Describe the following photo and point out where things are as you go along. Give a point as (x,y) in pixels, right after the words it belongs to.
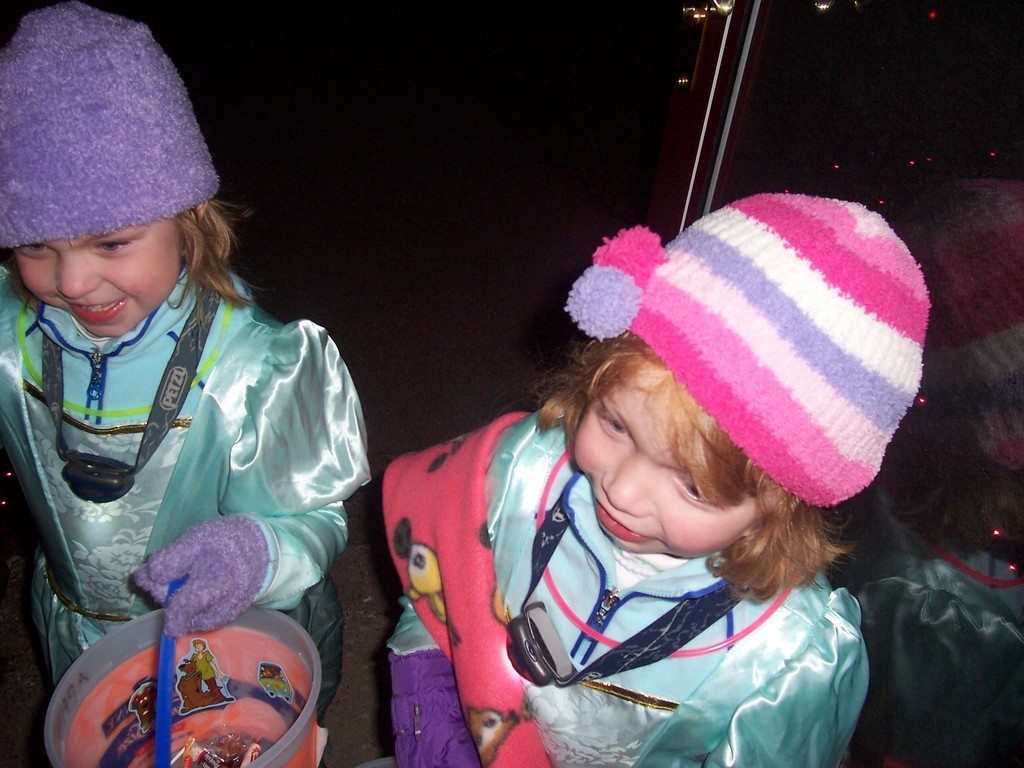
In the center of the image (619,444) two girls (310,380) are standing and wearing hats (212,198). On the left side of the image (130,460) a girl (148,602) is holding an object (263,666). On the right side of the image (776,125) mirror (946,435) is there. At the bottom of the image (360,648) ground (344,659) is there.
